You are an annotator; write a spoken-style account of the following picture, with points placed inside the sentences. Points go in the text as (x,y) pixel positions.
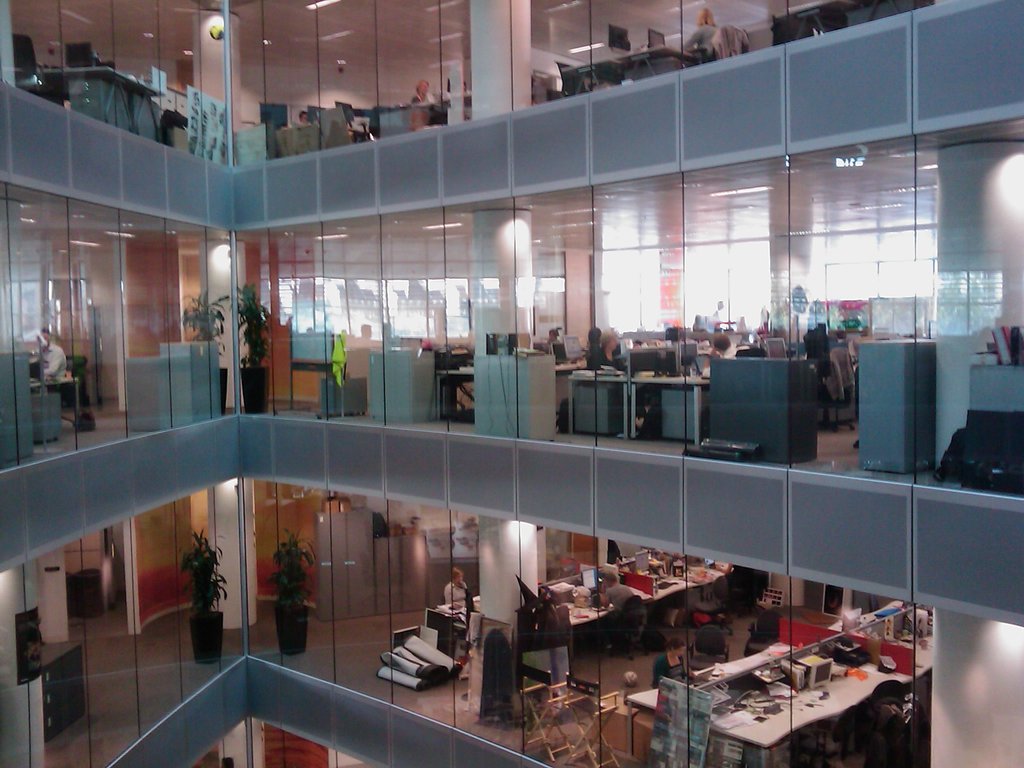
This picture shows an inner view of a building (1002,706). We see few tables (832,708) and few computers (657,370) on the tables (625,381) and people (617,359) working seated on the chairs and we see plants (194,580) in the pots (253,372). Looks like a office (731,50) and we see lights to the ceiling (602,5).
